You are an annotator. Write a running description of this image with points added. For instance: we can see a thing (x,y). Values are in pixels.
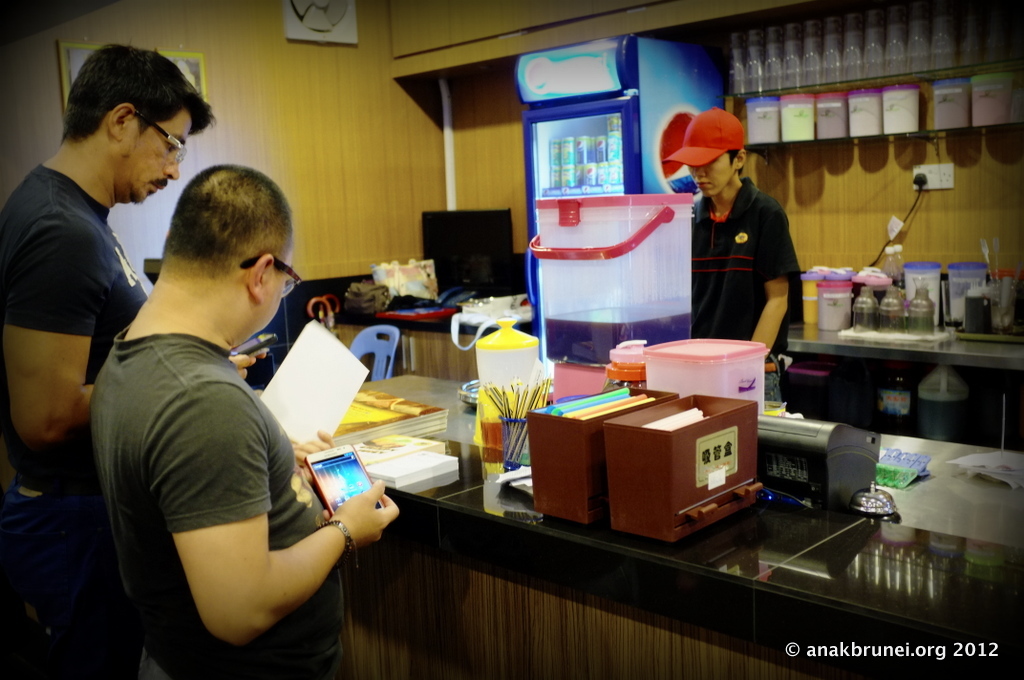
In the image in the center, we can see three people (47,218) standing around the table (445,498). And they are holding some objects (299,431). On the table (454,529), we can see boxes (675,485), bottles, books (394,414), containers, one machine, pencils (518,391) etc. In the background (347,125) there is a wall (318,114), photo frames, tables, bags (370,290), one monitor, one fridge (577,129), cans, bottles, jars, one chair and few other objects (454,289).
